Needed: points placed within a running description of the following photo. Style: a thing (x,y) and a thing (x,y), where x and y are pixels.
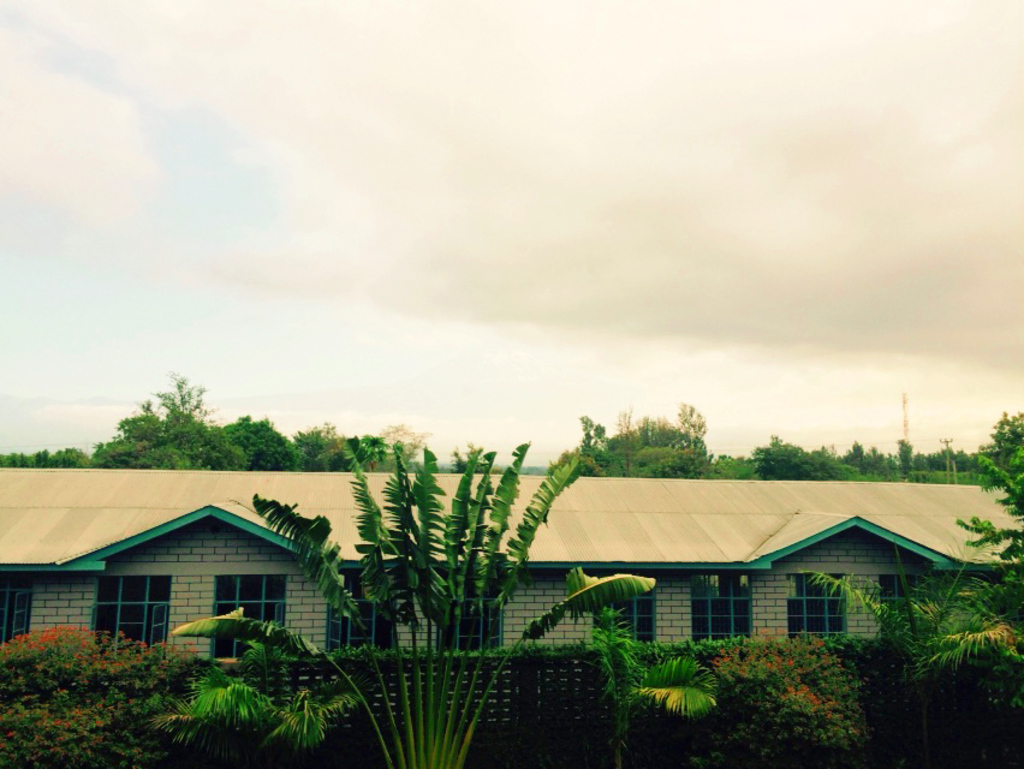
In this picture I can see at the bottom (811,738) there are trees (522,653), in the middle (677,497) there is a house (195,585). At the top (618,229) there is the sky (612,232).
